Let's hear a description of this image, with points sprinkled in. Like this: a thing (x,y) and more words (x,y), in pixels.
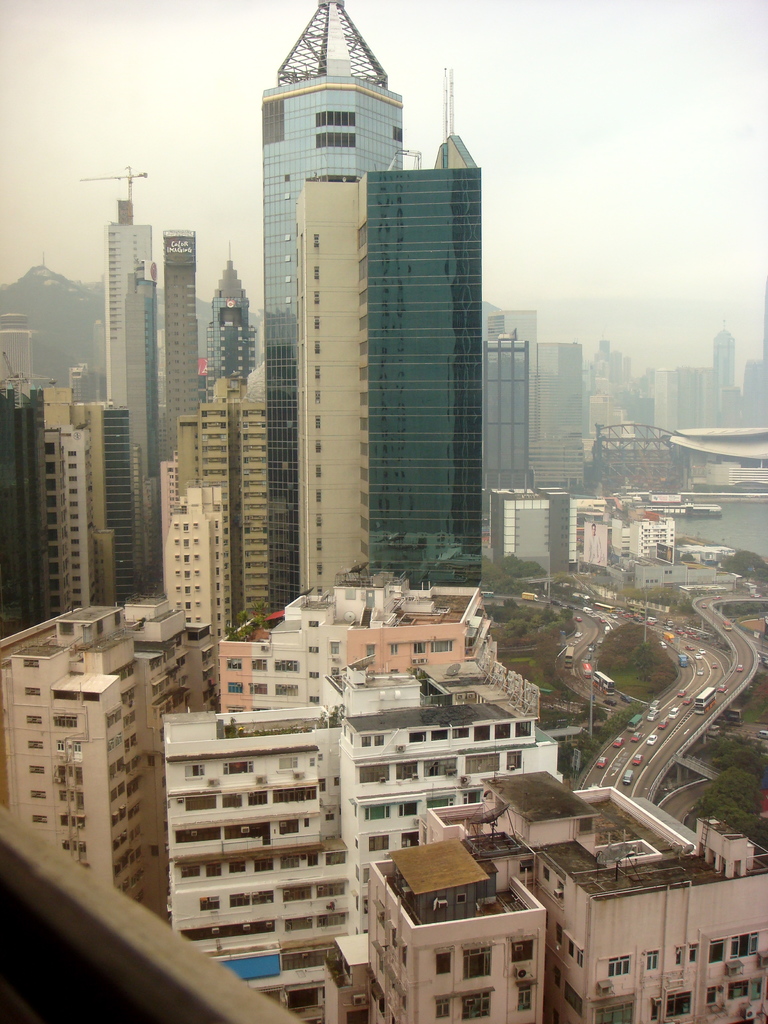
In this picture we can see a few buildings (341,310). There are some trees (603,730) and vehicles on the road (560,608) on the right side (634,784).
